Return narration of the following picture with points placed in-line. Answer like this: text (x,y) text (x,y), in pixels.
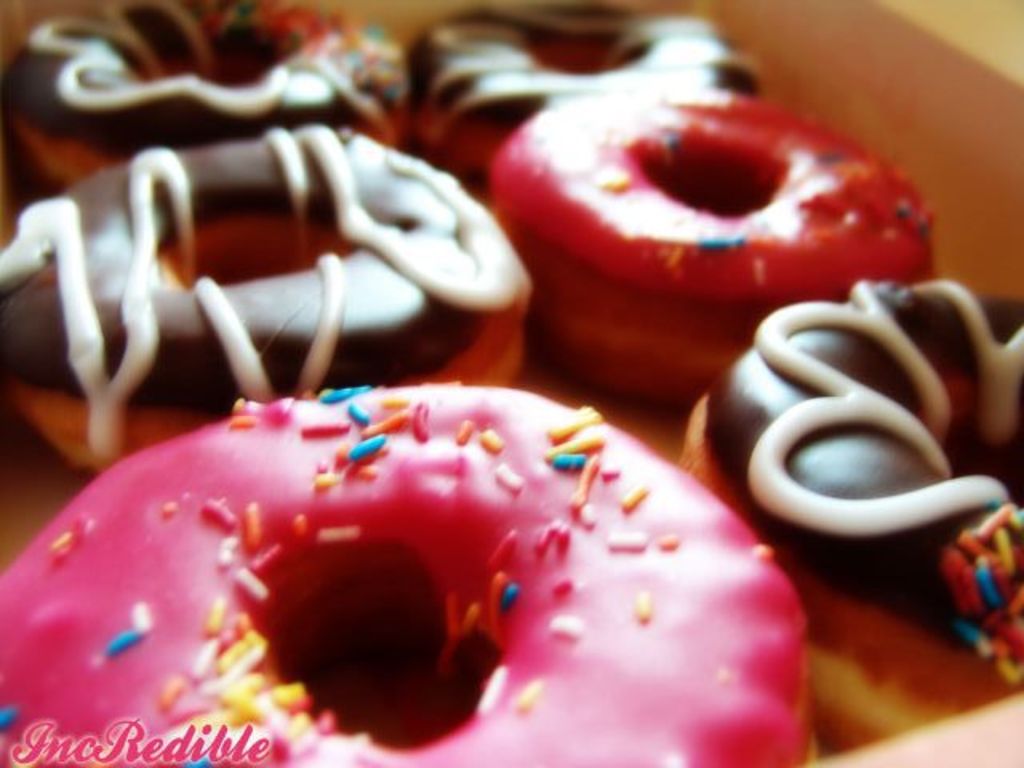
In this picture we can see different colors of doughnuts (505,363), at the left bottom (206,744) there is some text (144,741).
